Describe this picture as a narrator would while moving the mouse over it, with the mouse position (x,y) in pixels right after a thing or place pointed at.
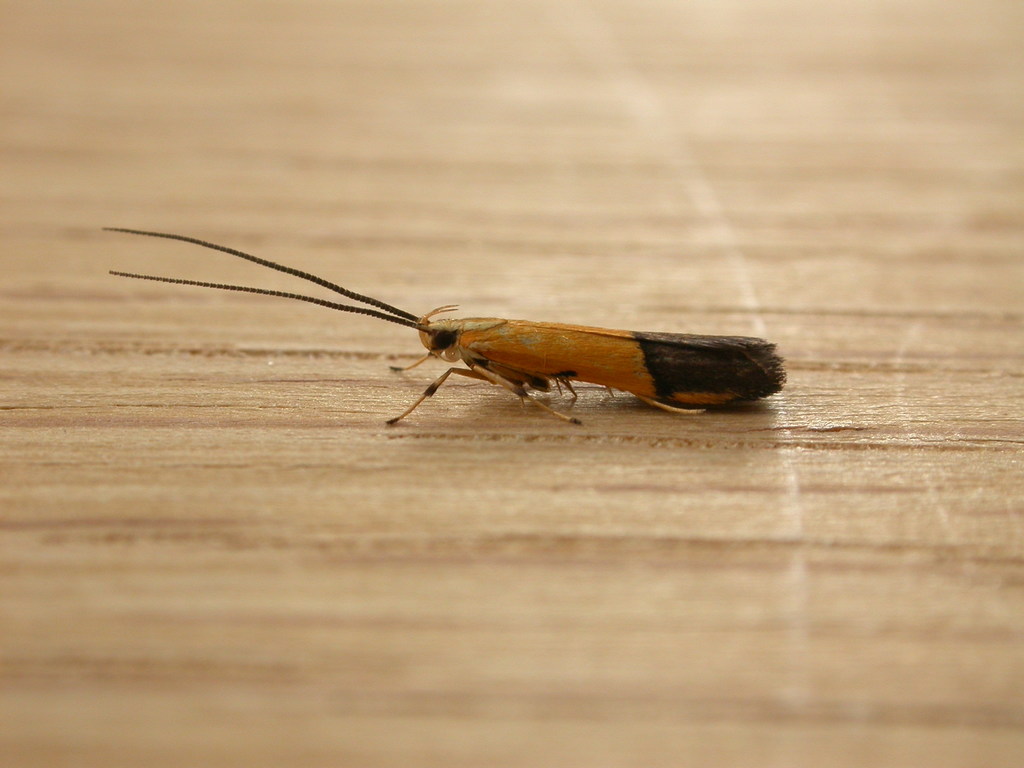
In this picture there is an insect (586,346) and it is in yellow and in black color. At the bottom (301,586) there is a wooden floor (661,595).
